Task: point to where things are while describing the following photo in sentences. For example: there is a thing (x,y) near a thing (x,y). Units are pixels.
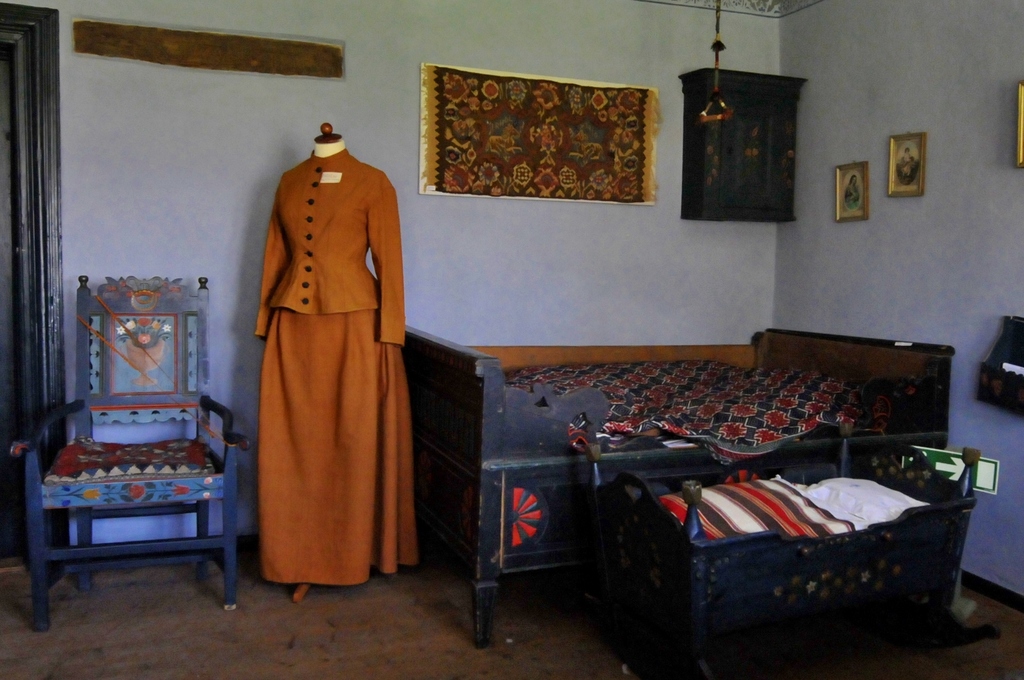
In this image I can see a dress (338,287) to the mannequin (335,148). To the left (152,398) there is a chair (191,452). To the right (750,404) there is a bed (780,395) and the basket (794,551). In the background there are frames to the wall (550,220).
